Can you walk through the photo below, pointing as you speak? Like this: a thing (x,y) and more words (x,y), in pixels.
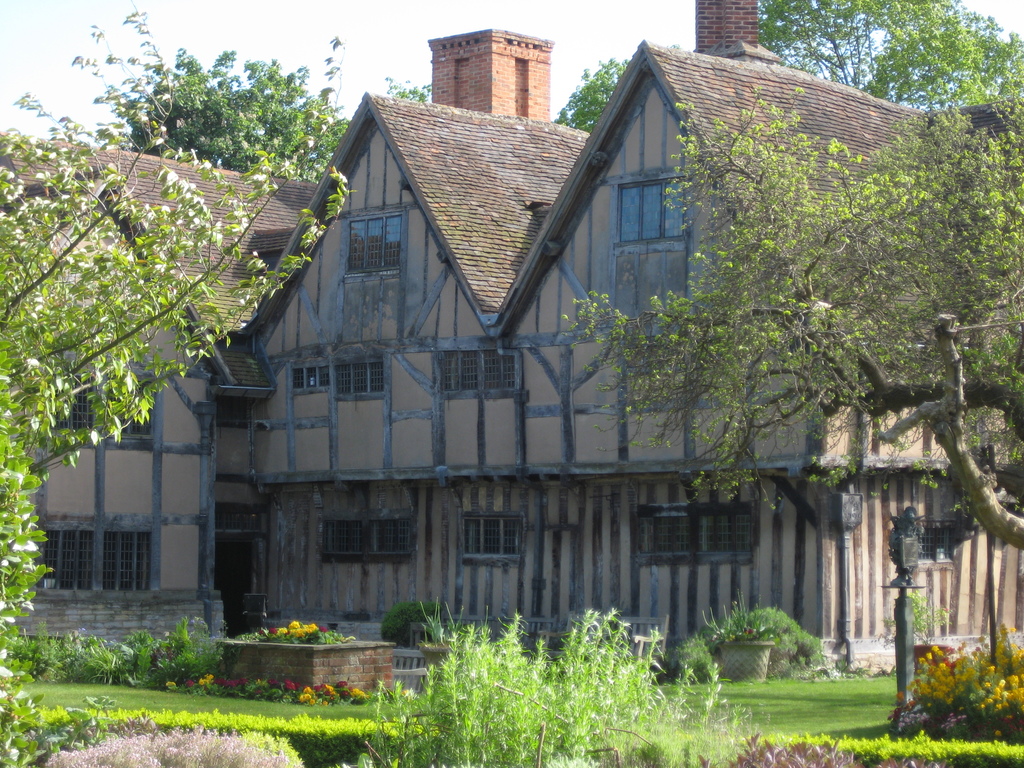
In this image I can see the house (363,420) with windows (378,387). In-front of the house (335,546) I can see the flowers (312,690) are in yellow and red color. To the side I can see the trees (673,340). In the background (204,38) I can see the sky (182,42).
